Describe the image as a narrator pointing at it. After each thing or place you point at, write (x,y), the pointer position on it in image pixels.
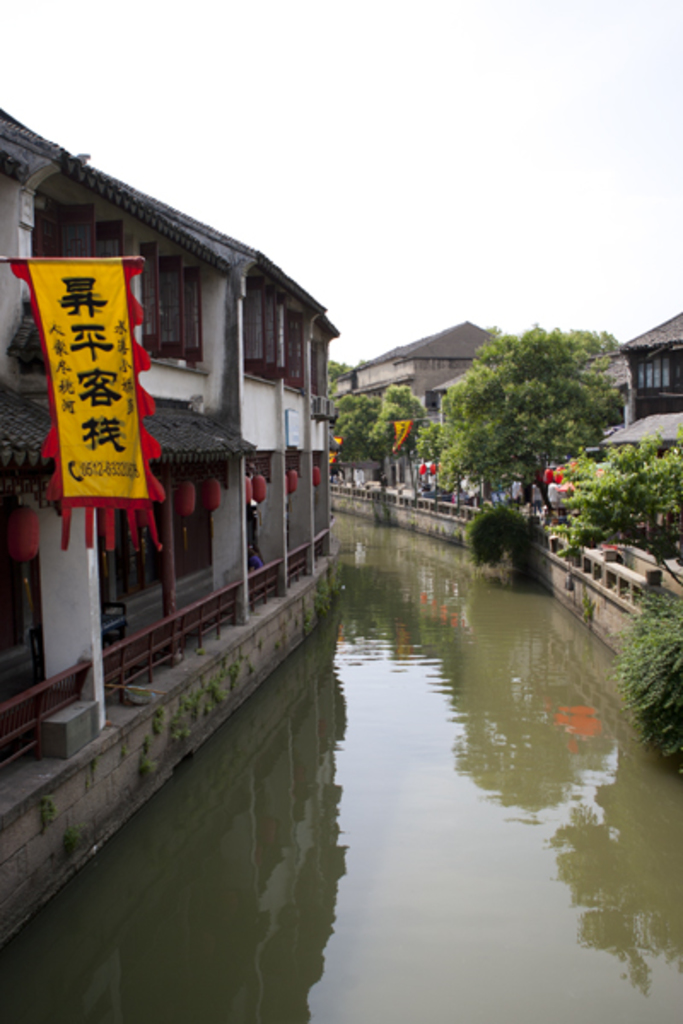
In the image there are buildings (396,480) and in between the buildings (288,497) there is a river (489,639), on the right side (609,534) there are many trees (527,461) in front of the buildings (389,365).
